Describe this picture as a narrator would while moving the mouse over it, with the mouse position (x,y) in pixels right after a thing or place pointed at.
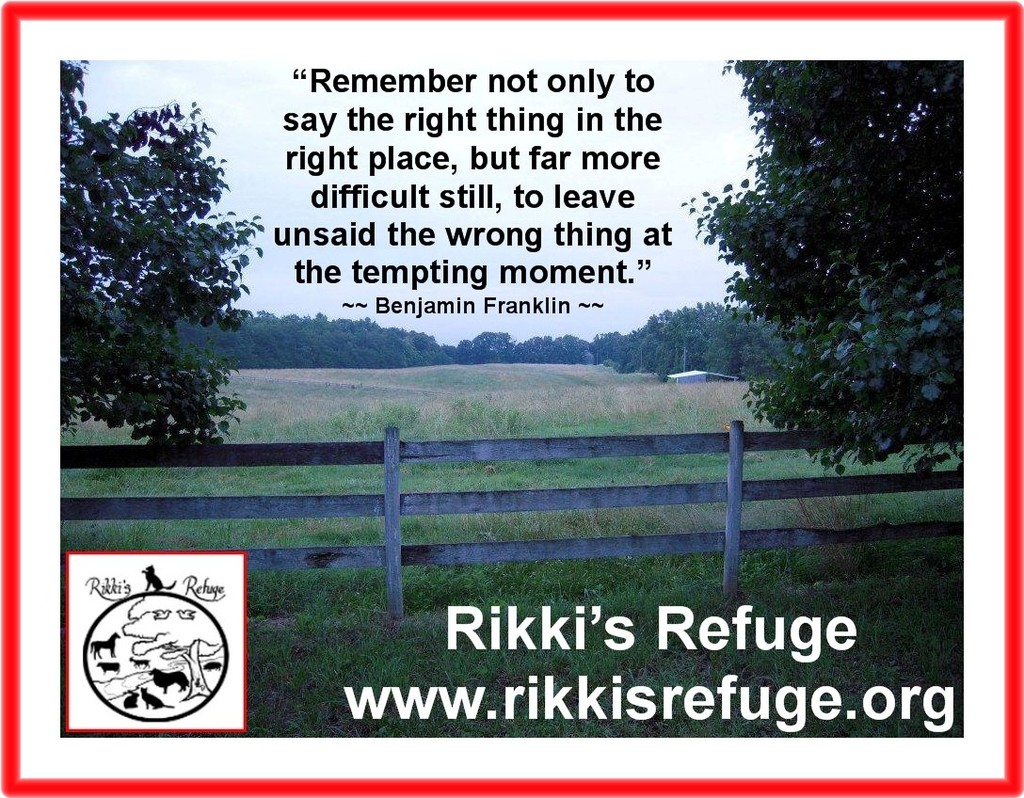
In this picture there are trees (904,175) and there is a house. In the foreground (679,534) there is a wooden railing (677,497). At the top (600,134) there is sky (684,134). At the bottom (577,567) there is grass (743,673). At the top (475,227) there is text (666,227). At the bottom (122,622) there is text (835,693) and there might be a logo (166,584).
